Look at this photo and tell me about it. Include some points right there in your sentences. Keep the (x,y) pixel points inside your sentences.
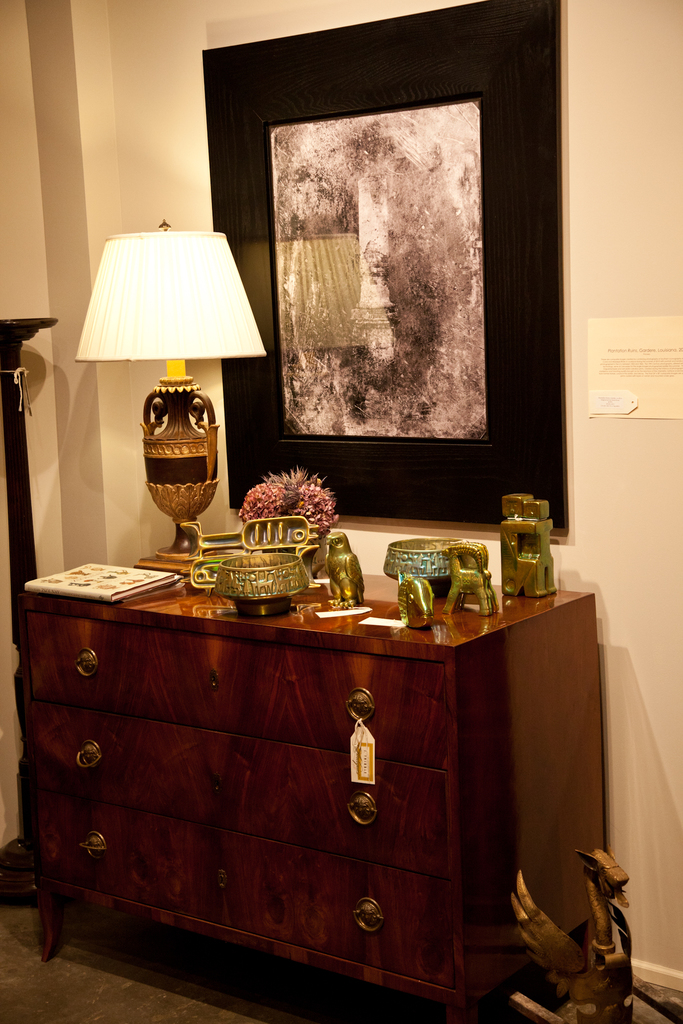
In this image we can see a lamp (173,381), flower vase (315,558) and some toys (415,601) on the cupboard (285,806) and at the background of the image (420,317) there is some painting (308,204) attached to the wall (10,45) and there is wall (89,79).
